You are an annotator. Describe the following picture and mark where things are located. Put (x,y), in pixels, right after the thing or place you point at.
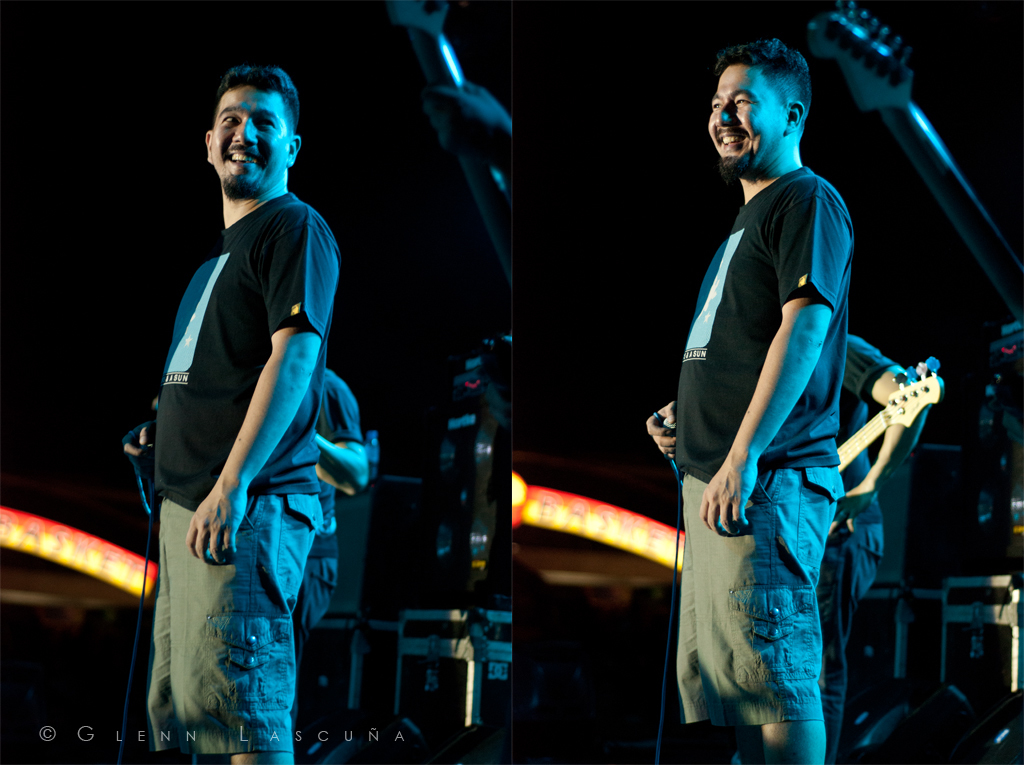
In the image we can see collage photos. Here we can see a man (746,364) standing, wearing clothes (835,370) and he is smiling. Behind him there is another person (863,402) holding a musical instrument (869,426) in hand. On the bottom left (218,732) we can see water mark (49,733) and the background (391,168) is dark.
